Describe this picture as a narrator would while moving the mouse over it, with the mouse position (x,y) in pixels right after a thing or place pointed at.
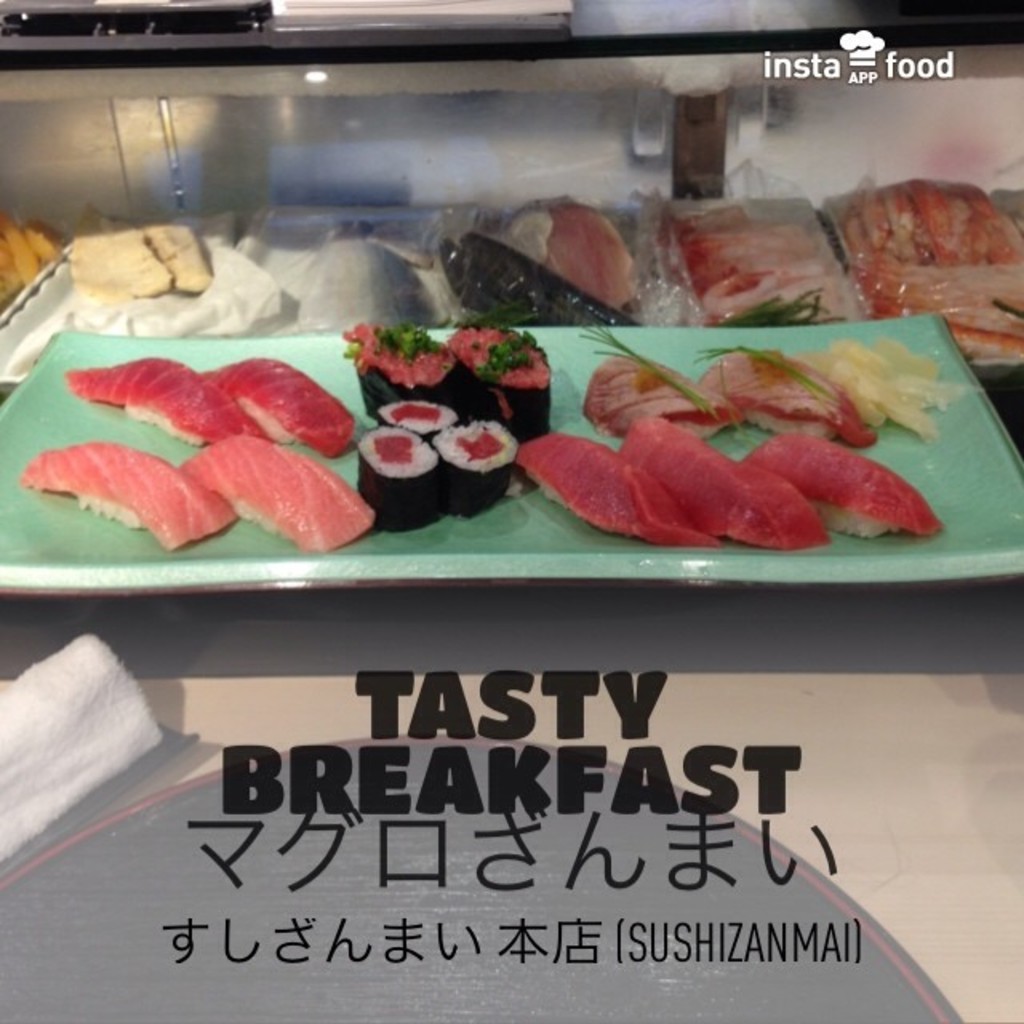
As we can see in the image there are trays (682,348). In trays (562,355) there are dishes (516,358) and at the bottom (456,825) there is something written.
